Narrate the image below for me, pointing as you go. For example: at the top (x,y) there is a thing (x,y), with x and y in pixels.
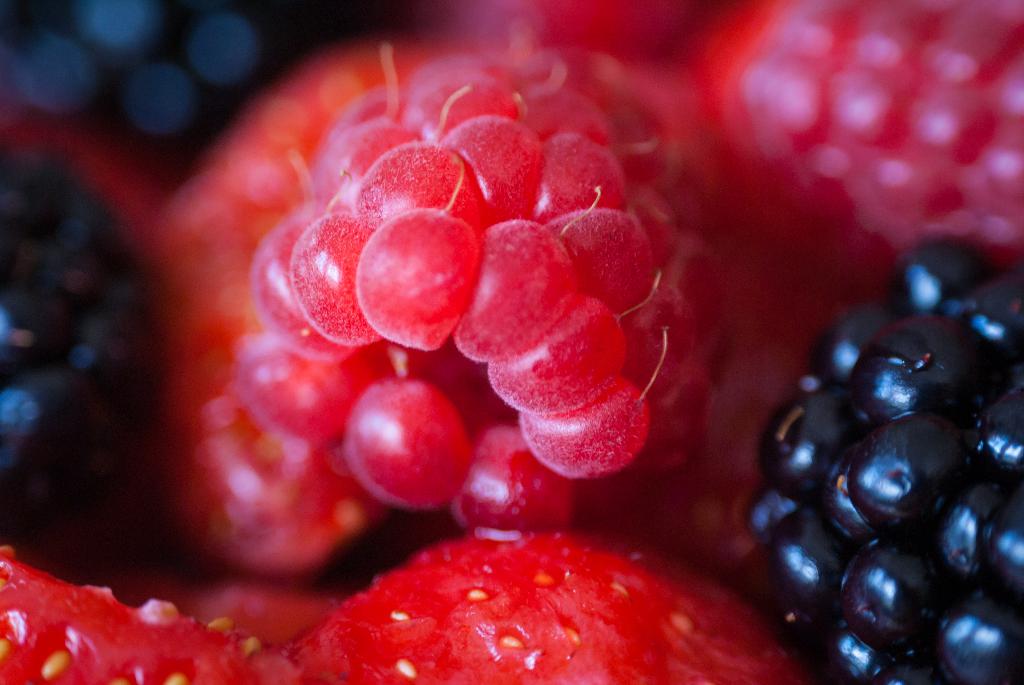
In this image, there are fruits (444,246) which are red and black in color.
